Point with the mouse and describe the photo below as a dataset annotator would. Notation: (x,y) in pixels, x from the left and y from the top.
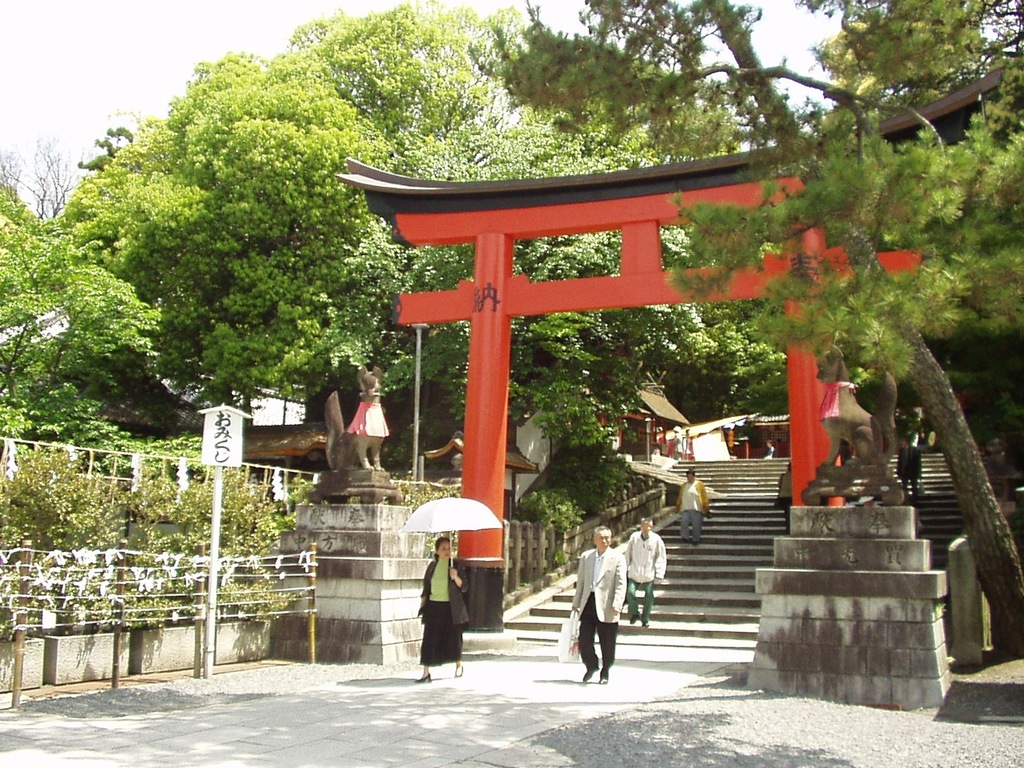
In this image I see the path (393,760) and I see the steps (683,602) over here and I see the arch (483,539). I can also see 2 statues (372,381) on the sides and I see number of plants (573,456) and I see something is written on this white color board (235,441) and I see few people (693,498), in which this woman (436,601) is holding an umbrella (445,522) in her hand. In the background (28,408) I see the trees (604,137) and I see few sheds (677,421) over here.
